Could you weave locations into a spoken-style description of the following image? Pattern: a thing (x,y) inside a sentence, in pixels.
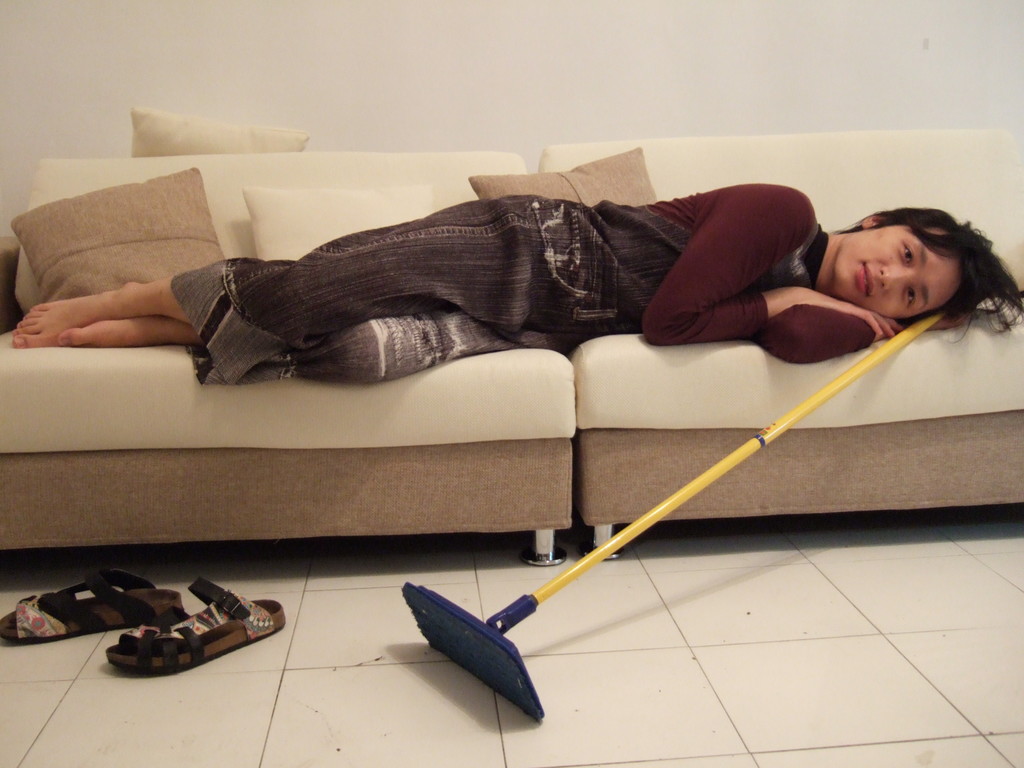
I can see this image with person (593,273) is lying on a couch (90,522) and there is a footwear (136,605) and an object (505,640) on the floor (558,634). On the couch (221,218) we have few cushions (256,218) on it.
